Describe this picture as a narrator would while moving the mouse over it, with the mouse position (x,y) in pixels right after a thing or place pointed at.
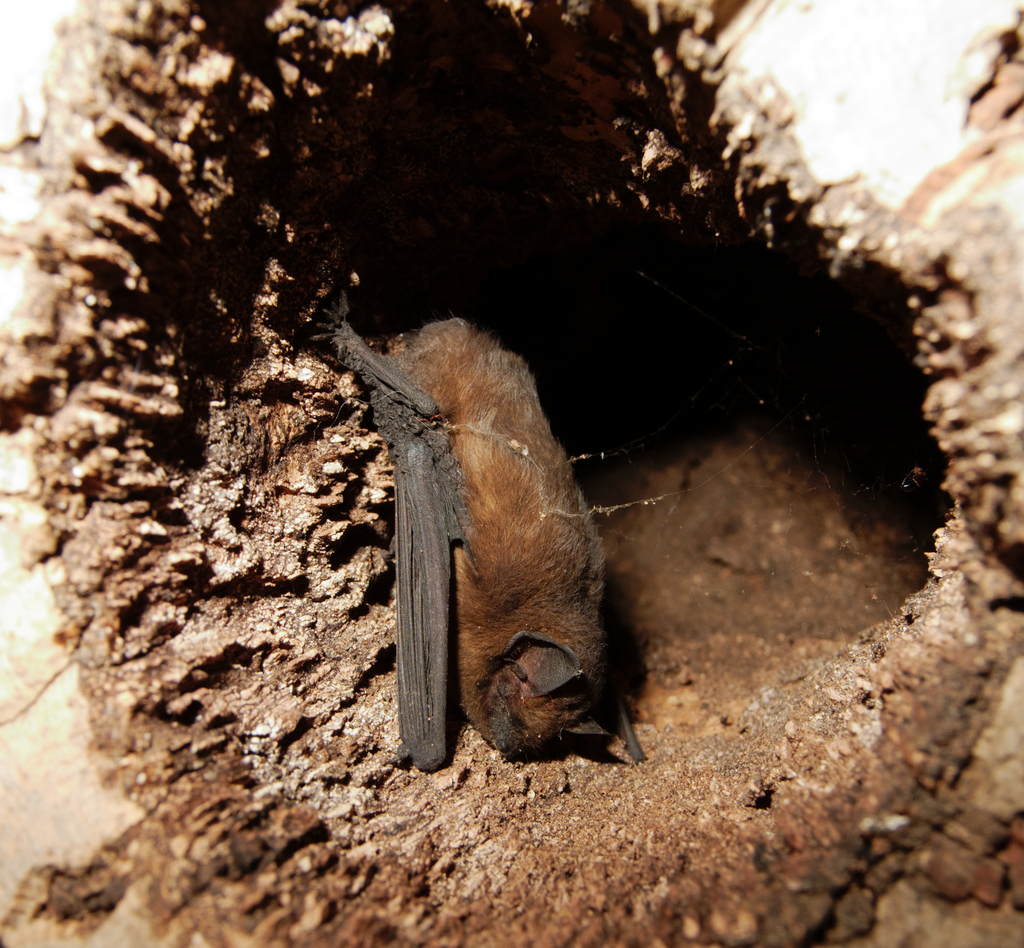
In this image we can see an animal (498,505) looks like a bat (507,713) on the ground (275,628).
